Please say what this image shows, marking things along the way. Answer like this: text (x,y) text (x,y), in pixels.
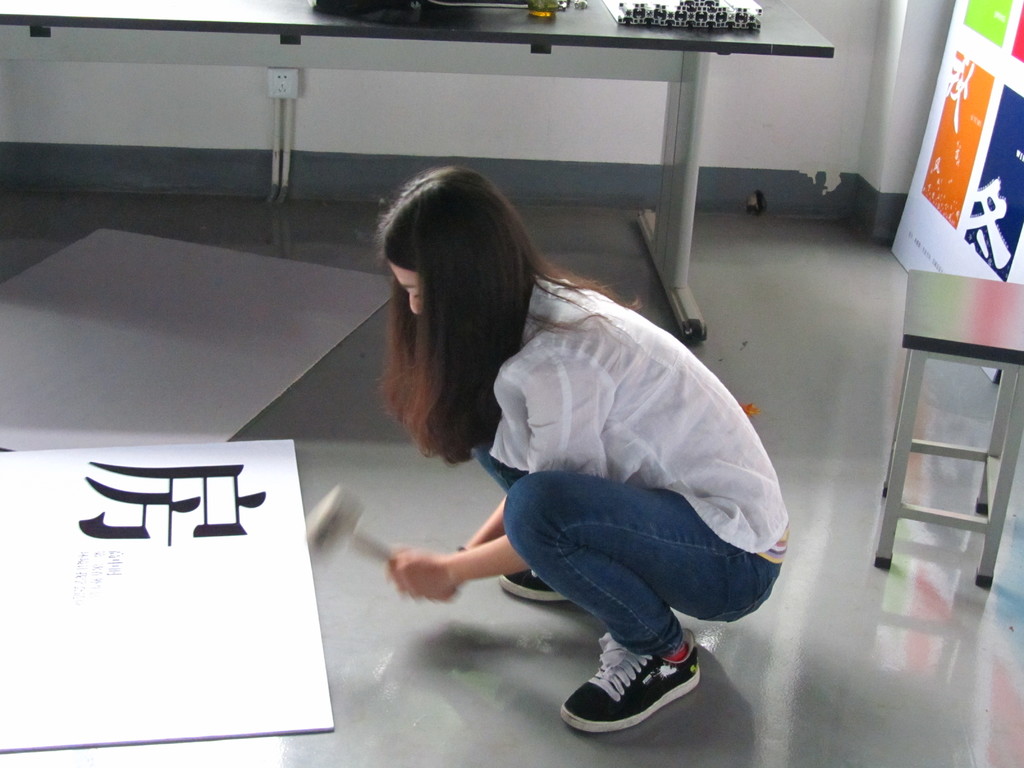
there is a woman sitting behind it and watching at a paper (209,518).
